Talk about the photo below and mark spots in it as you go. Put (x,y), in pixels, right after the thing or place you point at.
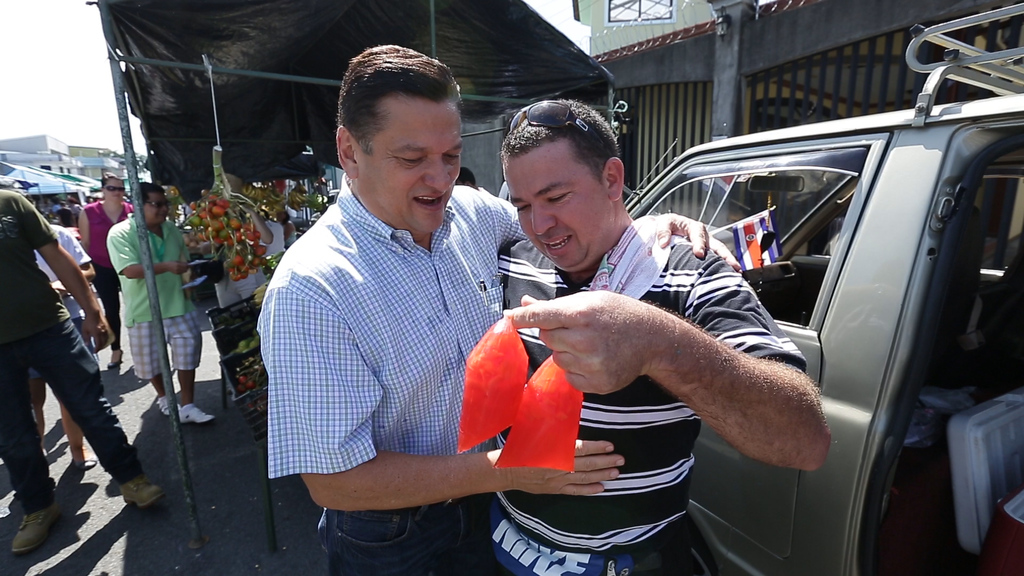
The picture is clicked in a market area (219,270). There are fruit shops (235,254) here. In the foreground (726,340) there are two people (317,269). The person (723,305) wearing black and white t-shirt (656,292) is holding two pouches (510,382). They both are smiling. In the right (852,292) there is a car (852,338). In the background (87,160) there are buildings (105,156). The sky (90,86) is clear.
